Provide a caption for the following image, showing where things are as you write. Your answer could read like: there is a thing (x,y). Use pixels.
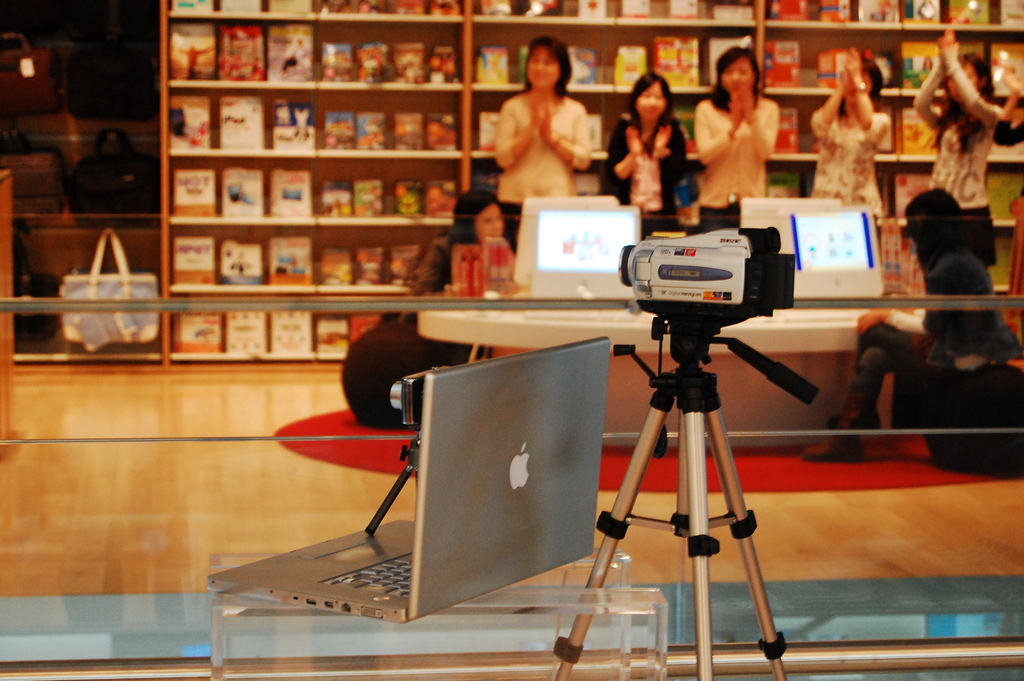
In the image we can see there are many people (566,157) wearing clothes (551,173), they are standing and some of them are sitting. This is a video camera (697,293), stand (666,413), laptop (441,536), logo (524,467), wooden floor (263,408), shelf (226,231), boxes (287,148) on the shelf (262,151) and a hand bag (77,297).
